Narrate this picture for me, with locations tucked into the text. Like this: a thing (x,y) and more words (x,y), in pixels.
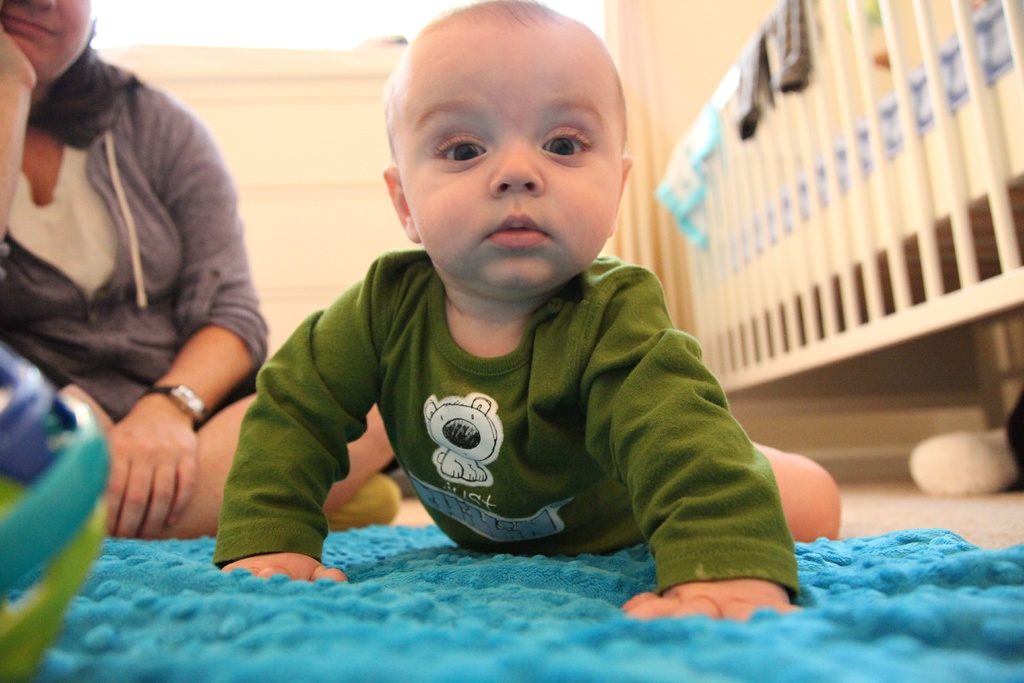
In this image we can see a boy (601,413) on the mat (860,550) which is on the floor (1001,520). We can also see a woman (170,321). In the background (718,142) we can see the clothes (753,97) on the bed (842,155).
